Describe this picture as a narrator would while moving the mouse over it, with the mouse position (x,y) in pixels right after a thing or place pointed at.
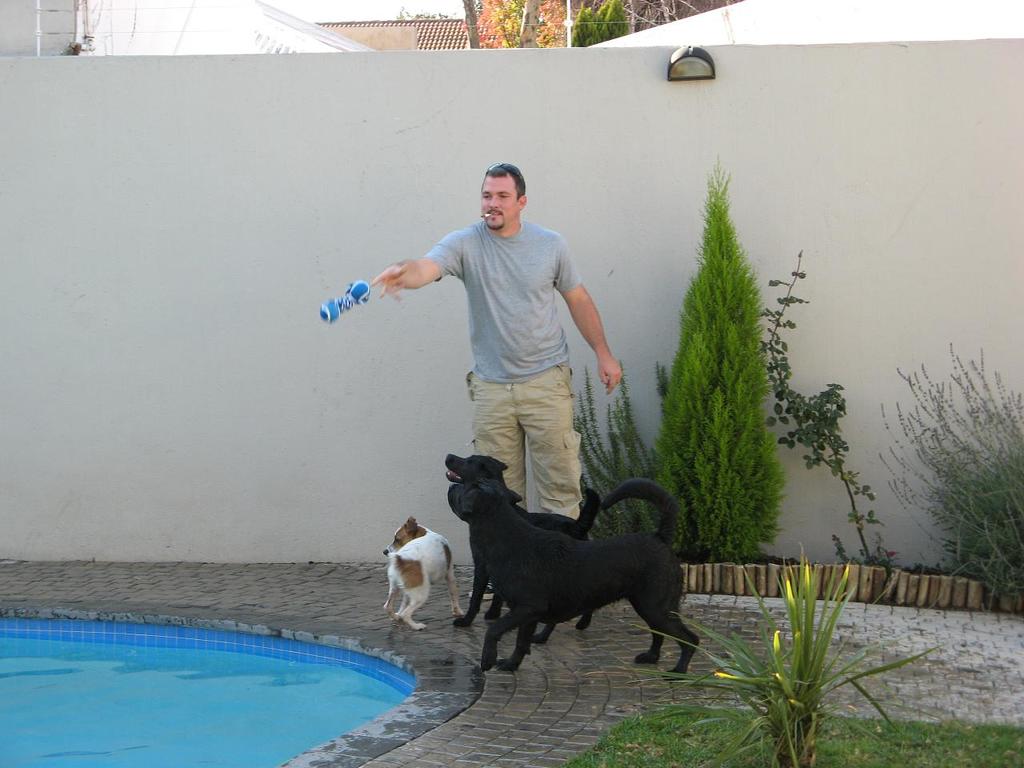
In the image there is a pool (277,676), beside the pool (314,697) there are dogs (488,502) and a man (509,380), the man (503,309) is throwing some object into the pool (133,671), around them there are plants (754,438) and grass (730,721), in the background (314,355) there is a wall (411,319).
